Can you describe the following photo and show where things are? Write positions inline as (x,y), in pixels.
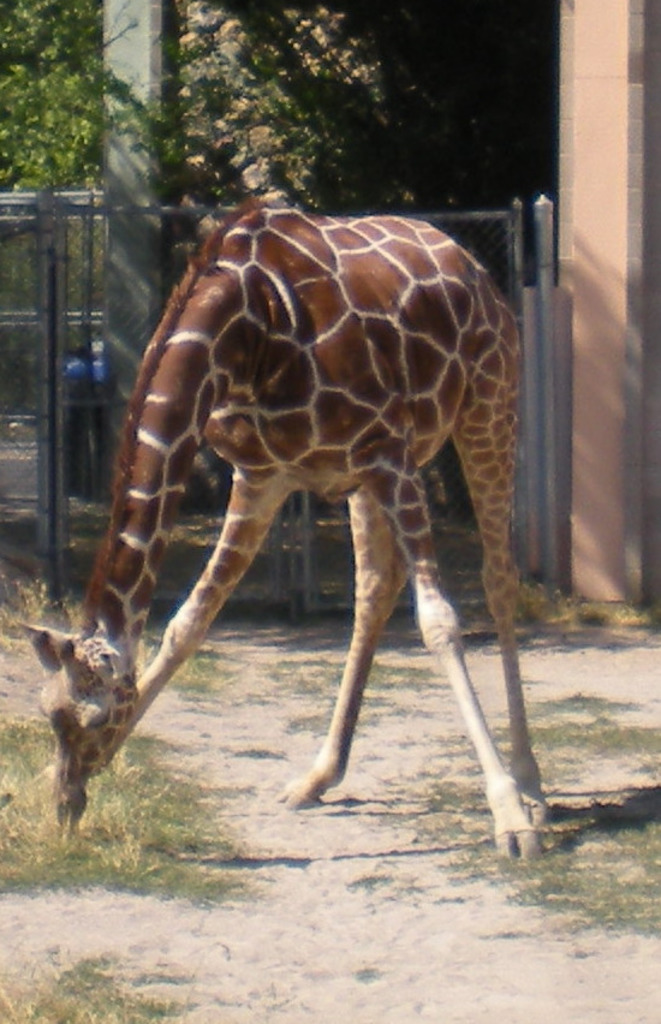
In the image there is a giraffe (308,483) standing and eating grass (5,764) which is on the ground (250,718). Behind the giraffe (215,610) there is a fencing (27,204). Behind the fencing (38,289) there is a pole (138,263) and also there are trees (452,53).
